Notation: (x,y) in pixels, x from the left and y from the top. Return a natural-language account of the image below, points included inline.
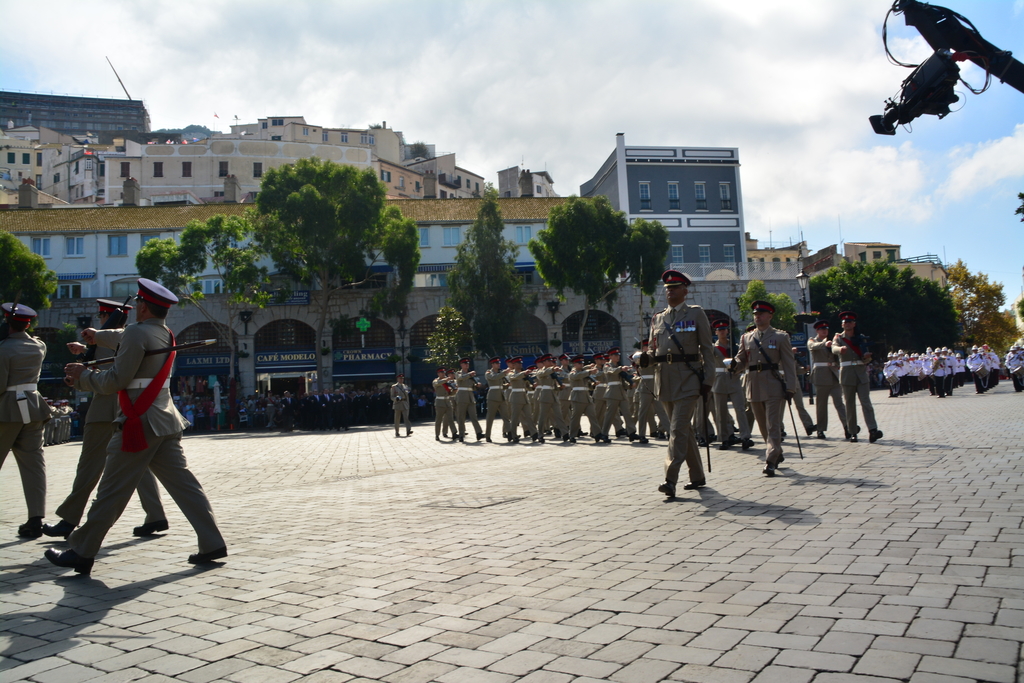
In this image I can see group of people (850,360) walking wearing uniforms (562,401), at back (334,325) I can see a building (416,333), trees (312,264) in green color and sky (561,97) in blue and white color. At right (959,366) I can see group of persons (976,367) wearing white and black color uniforms (924,366).
